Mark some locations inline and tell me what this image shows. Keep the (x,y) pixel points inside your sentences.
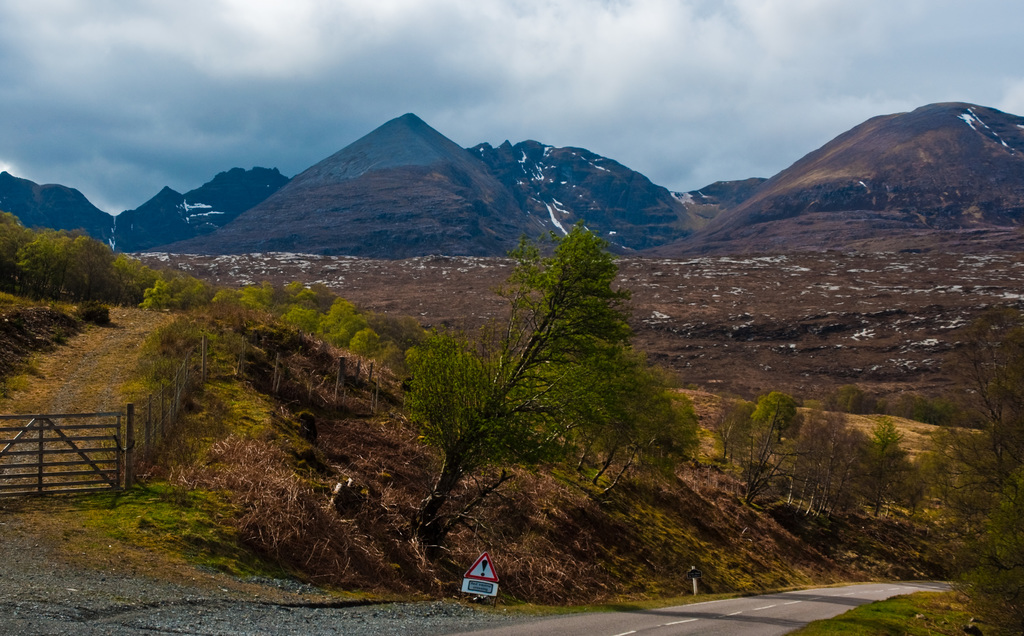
In this image, we can see a fence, poles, trees (513,412) and there is a board (487,556). In the background (285,206), there are hills (416,194) and some part is covered with snow (563,211). At the bottom (674,619), there is a road (707,609) and at the top (447,71), there is sky (614,74).
